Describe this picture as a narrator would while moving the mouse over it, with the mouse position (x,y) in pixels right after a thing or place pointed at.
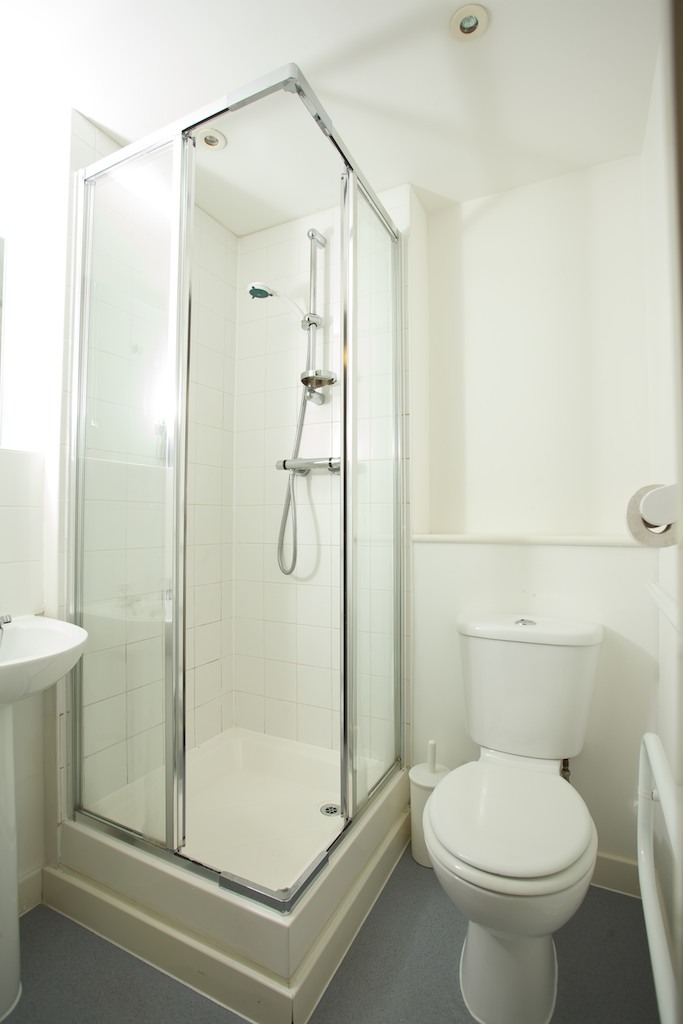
In this image in the center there is a commode (501,758). On the left side (34,651) there is a wash basin (34,651) and there is a glass (150,521) and behind the glass (124,488) there are pipes (312,313). On the right side (657,846) there is a rod (667,794) which are white in colour.
